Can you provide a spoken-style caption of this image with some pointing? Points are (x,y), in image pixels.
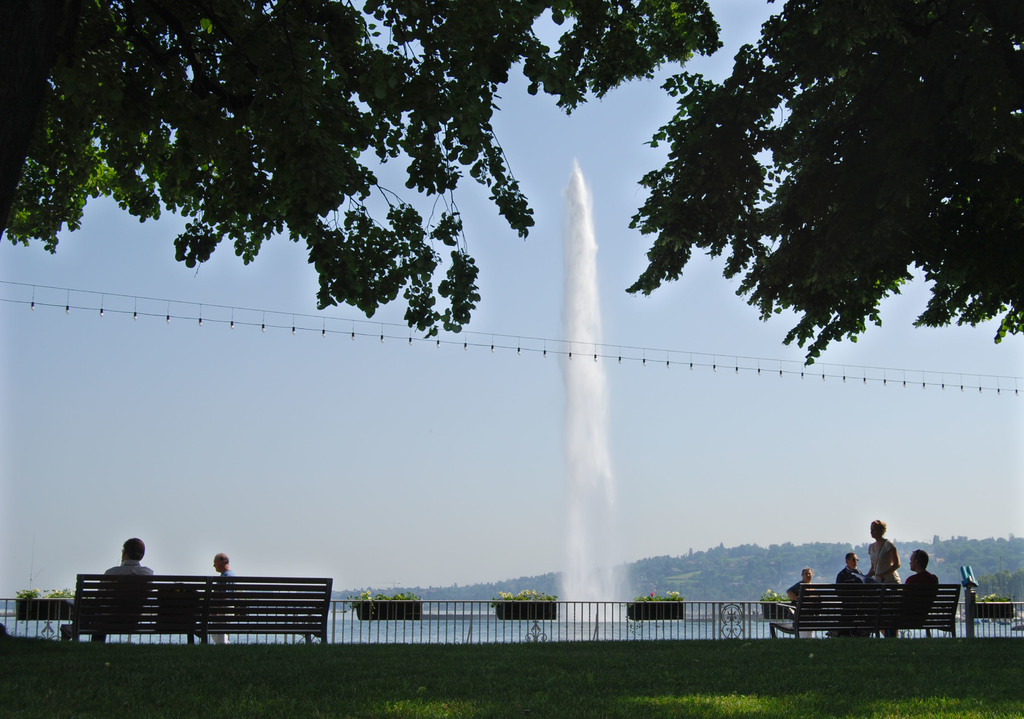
In this image there are two benches (832,609), on the benches (885,603) there are some persons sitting and some of them are walking and there is a railing (774,606). At the bottom (665,670) there is grass (200,652) and in the background (743,558) there is a lake (480,623), mountains (646,576), trees (1004,551) and in the center (582,377) there is some water (586,194) coming up and there are lights (48,287). At the top of the image (266,208) there are trees (444,174), and in the background (401,174) there is sky (476,467).
